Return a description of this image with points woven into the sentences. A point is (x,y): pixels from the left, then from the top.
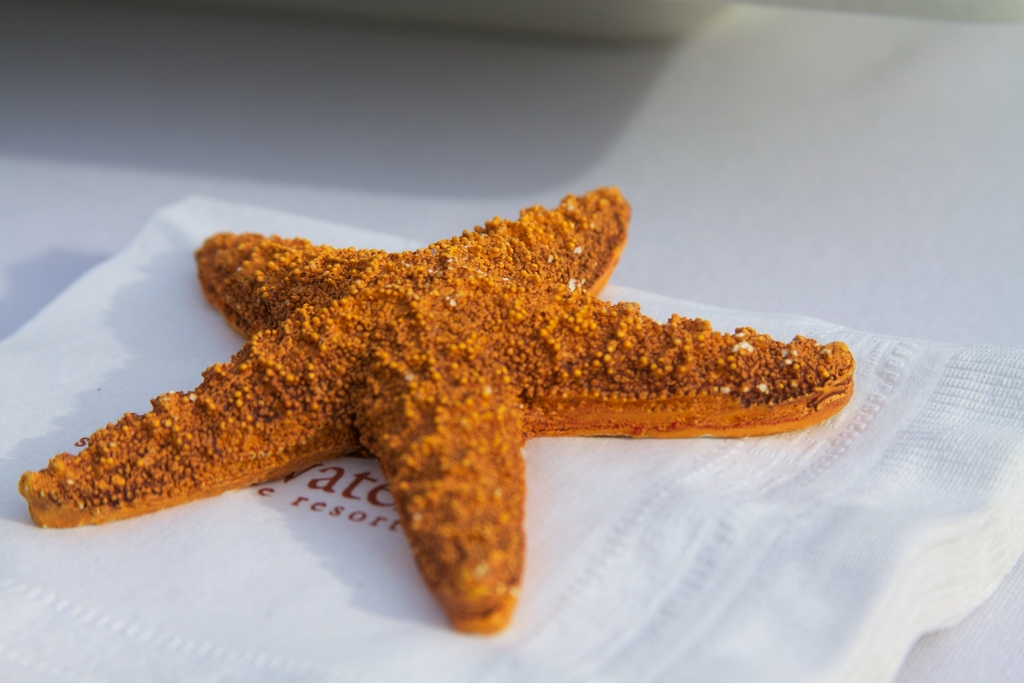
In this image I can see the brown color food (362,434) on the tissues (545,530). I can see these tissues (707,463) are on the white color surface (460,139).
